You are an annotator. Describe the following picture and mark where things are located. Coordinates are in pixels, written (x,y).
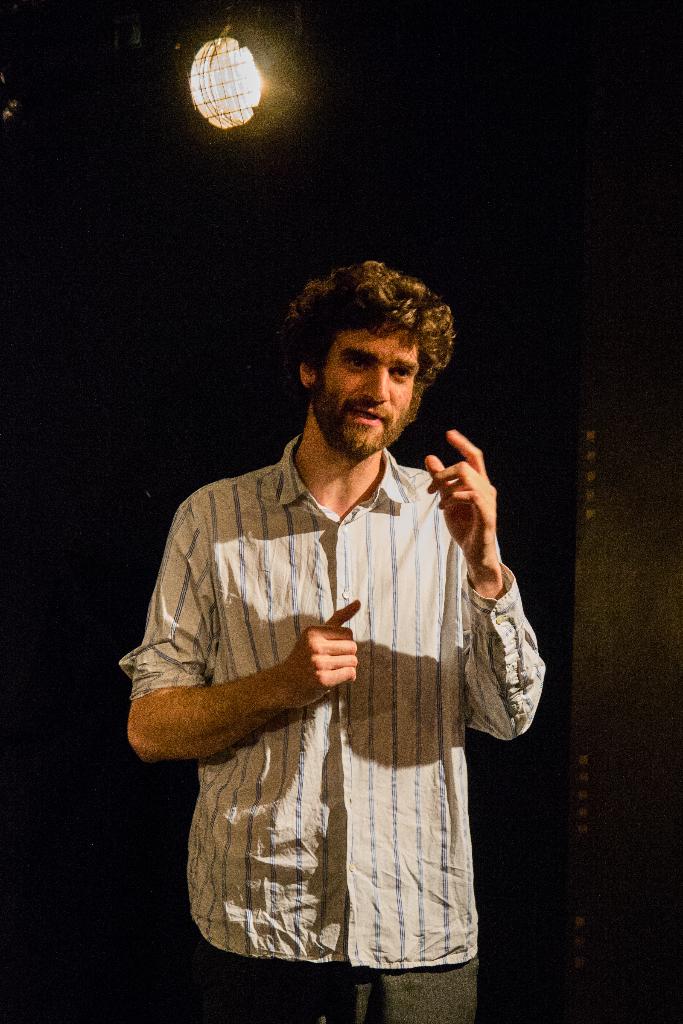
There is a man (331,616) standing and talking. In the background (544,163) it is dark and we can see light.
